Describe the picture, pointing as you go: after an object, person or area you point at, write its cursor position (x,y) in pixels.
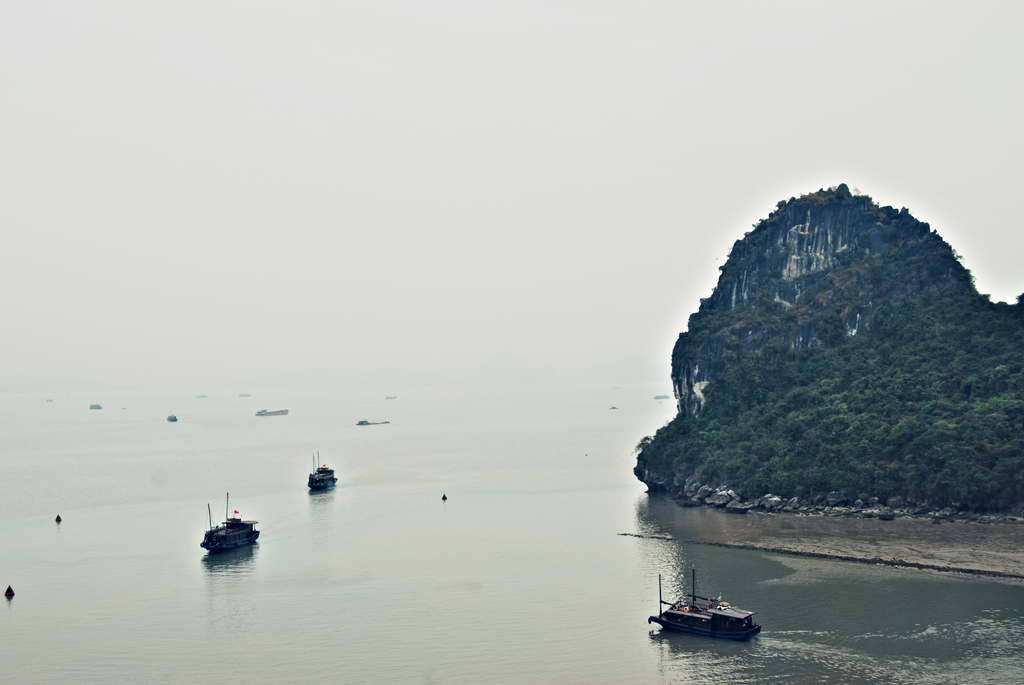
In this picture we can see there are boats (241,523) on the water (264,470). On the right side of the image (830,348) there are trees (839,379) and a hill (818,309). Behind the hill (766,248) there is the sky (377,134).
